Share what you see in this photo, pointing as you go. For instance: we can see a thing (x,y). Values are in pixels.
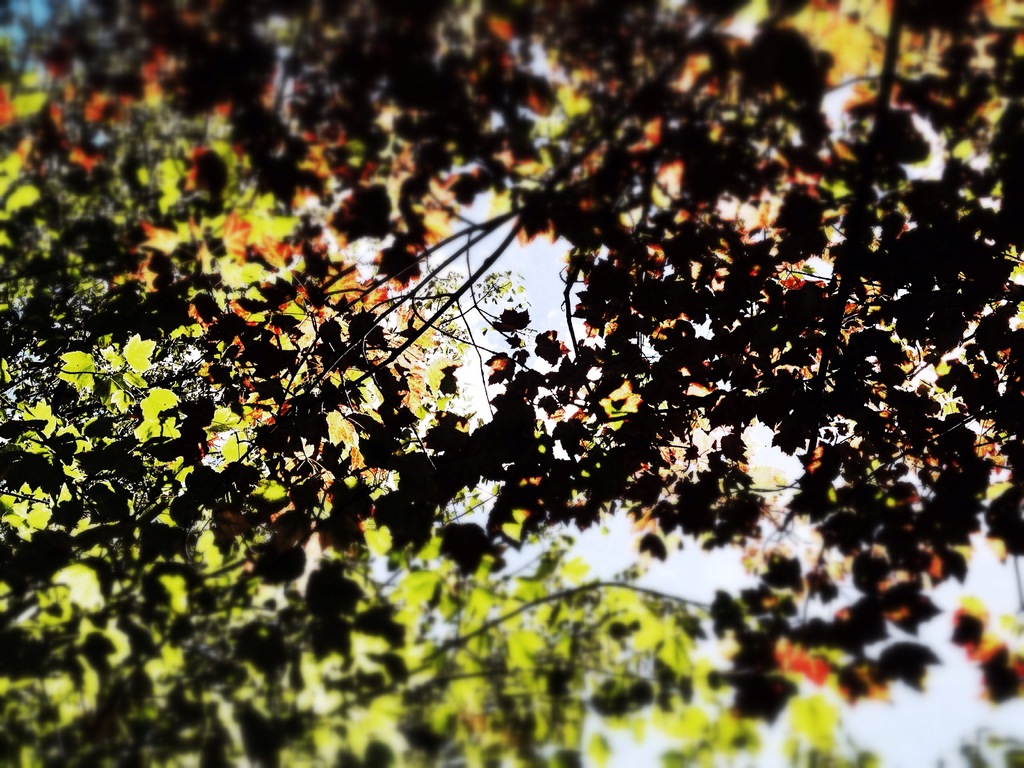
This is a zoomed in picture. In the foreground (673,196) we can see the leaves (583,303) of a tree (349,114). In the background (538,287) there is a sky (549,304).
